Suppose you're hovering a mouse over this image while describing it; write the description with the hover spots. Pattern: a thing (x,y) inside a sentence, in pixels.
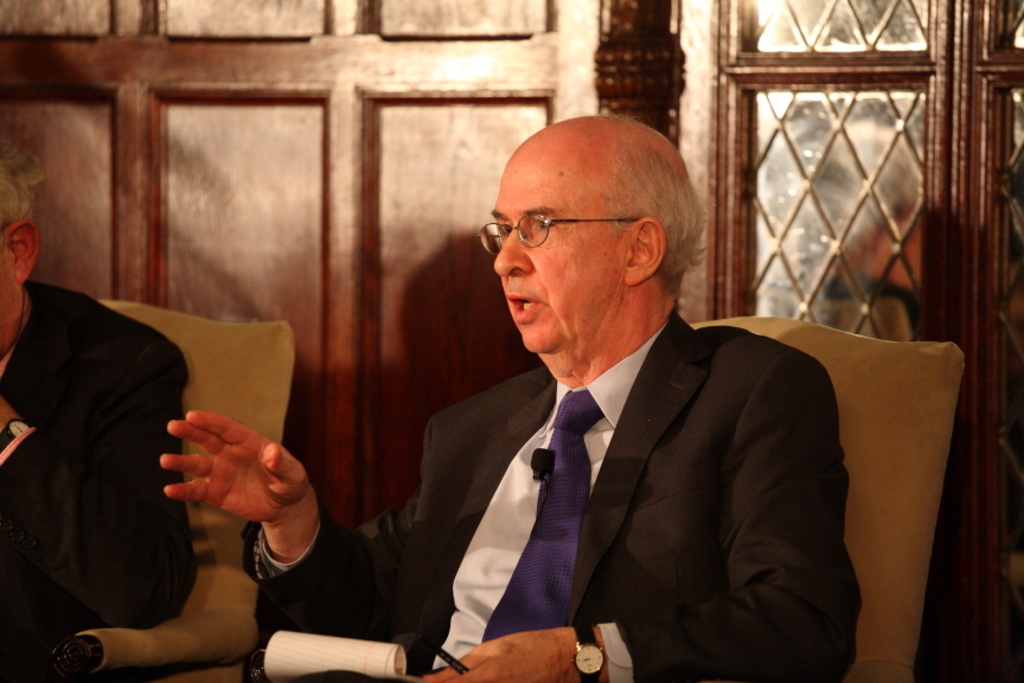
In this image there is a person (541,530) sitting in a chair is holding a pen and paper (362,651) in his hand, beside him there is another person (101,461) sitting in a chair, behind them there is a wooden wall (468,137) and a glass door (779,172).
